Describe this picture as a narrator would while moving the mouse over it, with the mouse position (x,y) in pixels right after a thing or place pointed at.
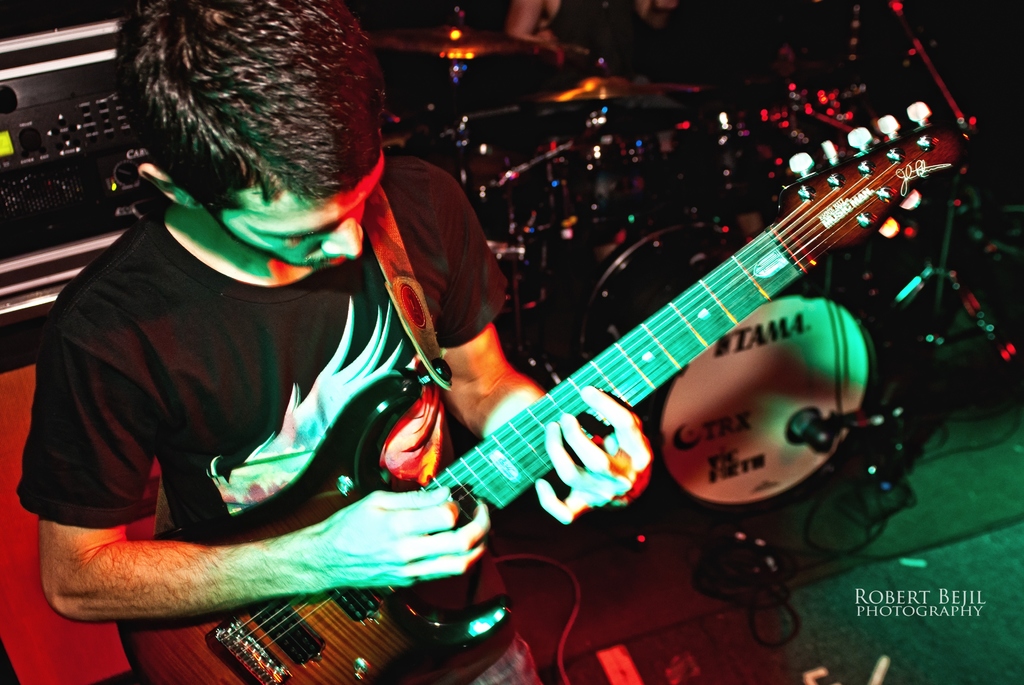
A person (359,360) is playing guitar (367,613) behind him there are musical instruments (727,117).
